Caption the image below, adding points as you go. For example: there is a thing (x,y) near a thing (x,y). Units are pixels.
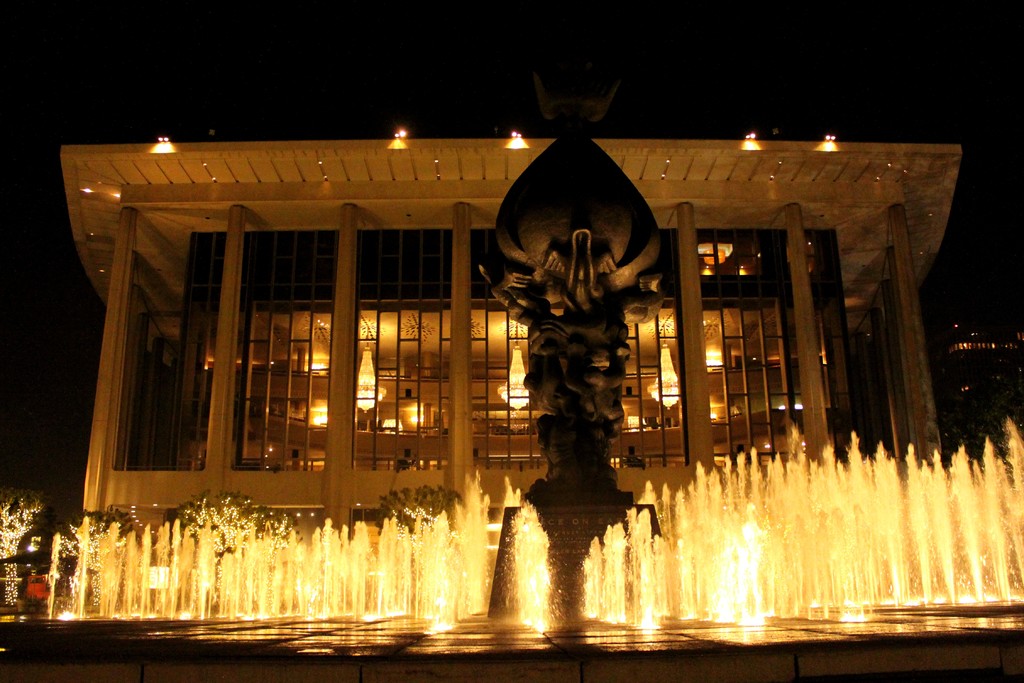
In this picture, there is a statue (598,418) in the center (598,391). Around it, there is water fountain (614,584). In the center (391,345), there is a building (444,391) with pillars (105,369), glasses (408,337) and lights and the background (196,103) is dark.
